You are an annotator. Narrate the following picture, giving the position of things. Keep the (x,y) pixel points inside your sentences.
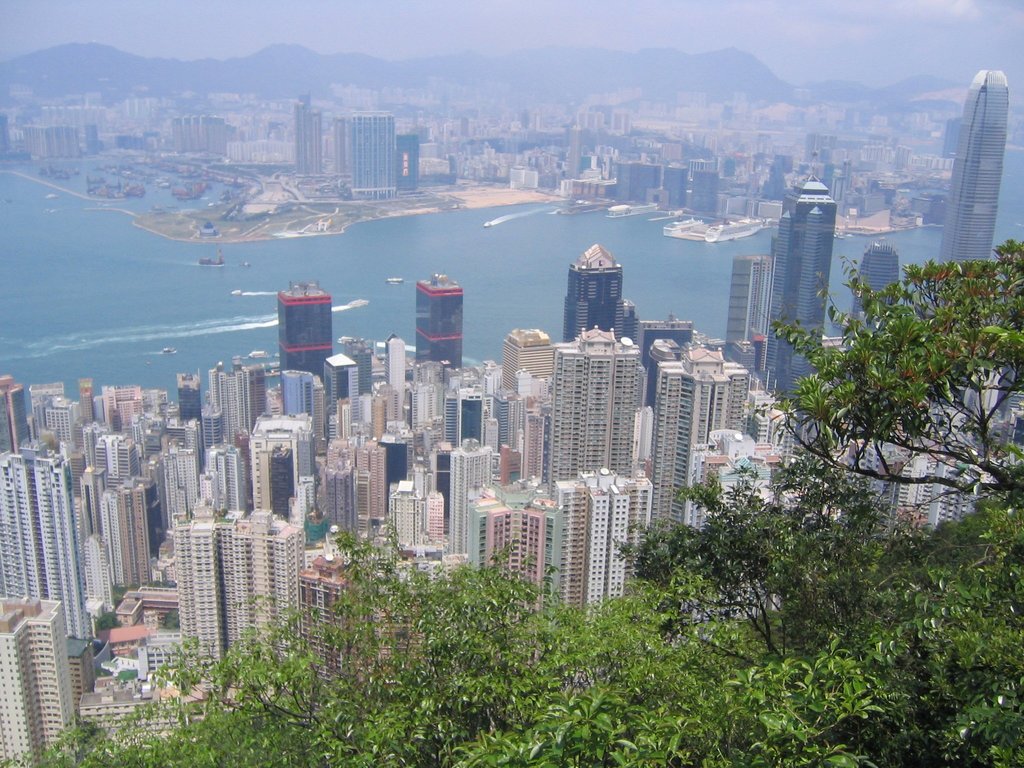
In this picture we can see a group of buildings (417,519), trees (505,586), mountains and water (213,351).
